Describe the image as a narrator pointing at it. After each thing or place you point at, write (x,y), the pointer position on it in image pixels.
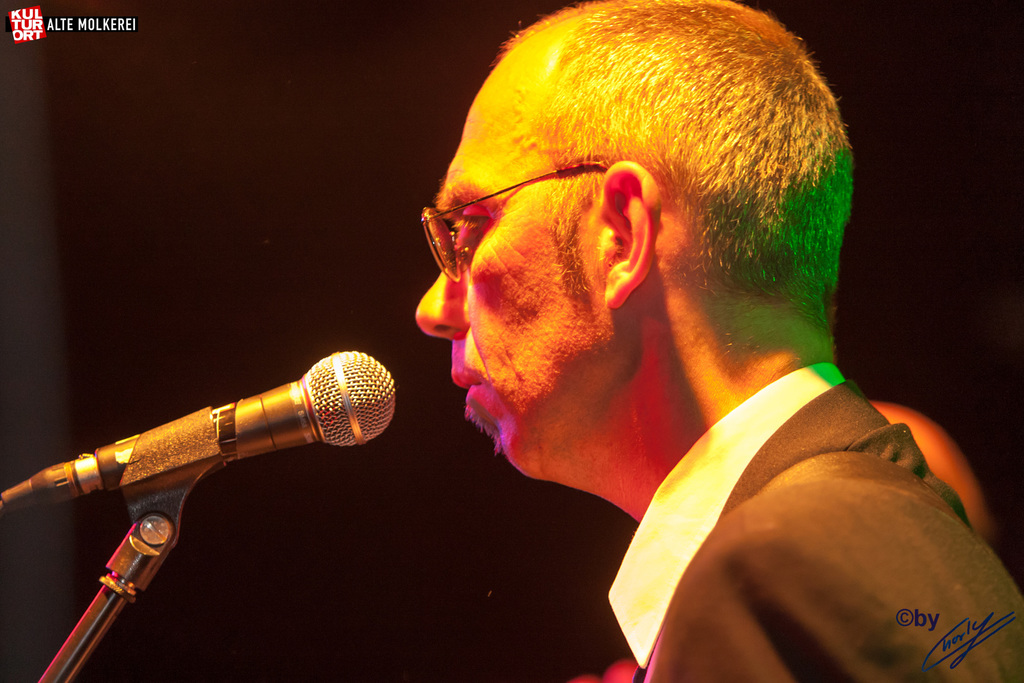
On the right side of the image (731,449), we can see a person (719,481) is wearing glasses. In front of him, there is a microphone (283,428). At the bottom right side of the image (921,611), there is a logo (962,654) and some text (913,620). At the top left side of the image (131,27), we can see a logo (24,18) and some text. And we can see the dark background (261,507).
